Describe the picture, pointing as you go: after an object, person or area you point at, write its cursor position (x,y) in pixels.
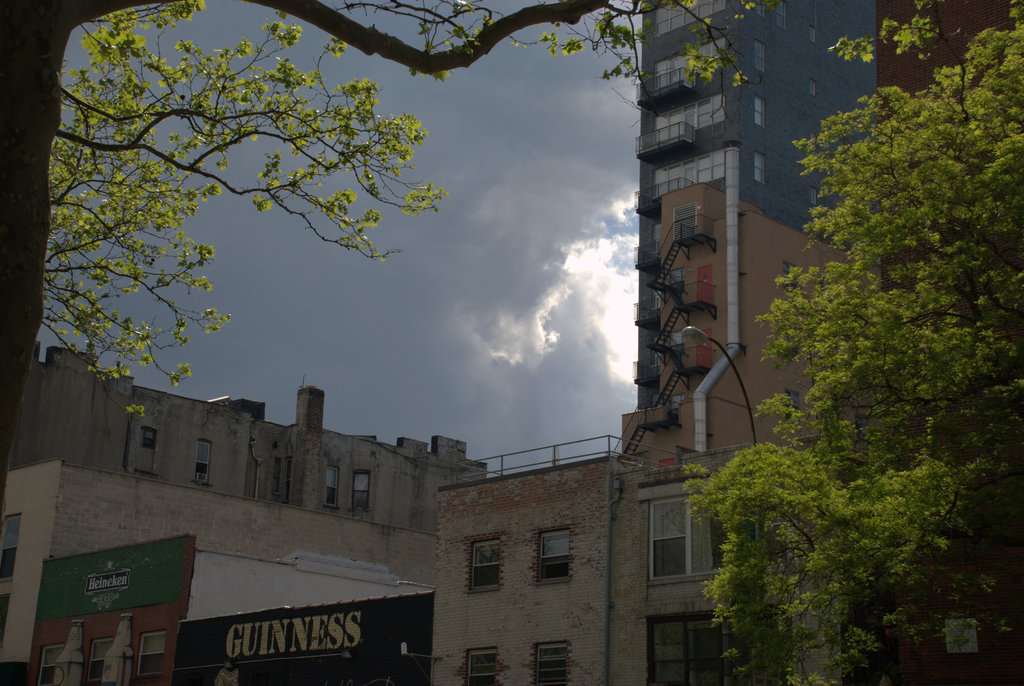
In this image I can see few trees (469,2) in green color. In the background (473,506) I can see few buildings (490,505) in brown and gray color and the sky (517,284) is in white and gray color.
